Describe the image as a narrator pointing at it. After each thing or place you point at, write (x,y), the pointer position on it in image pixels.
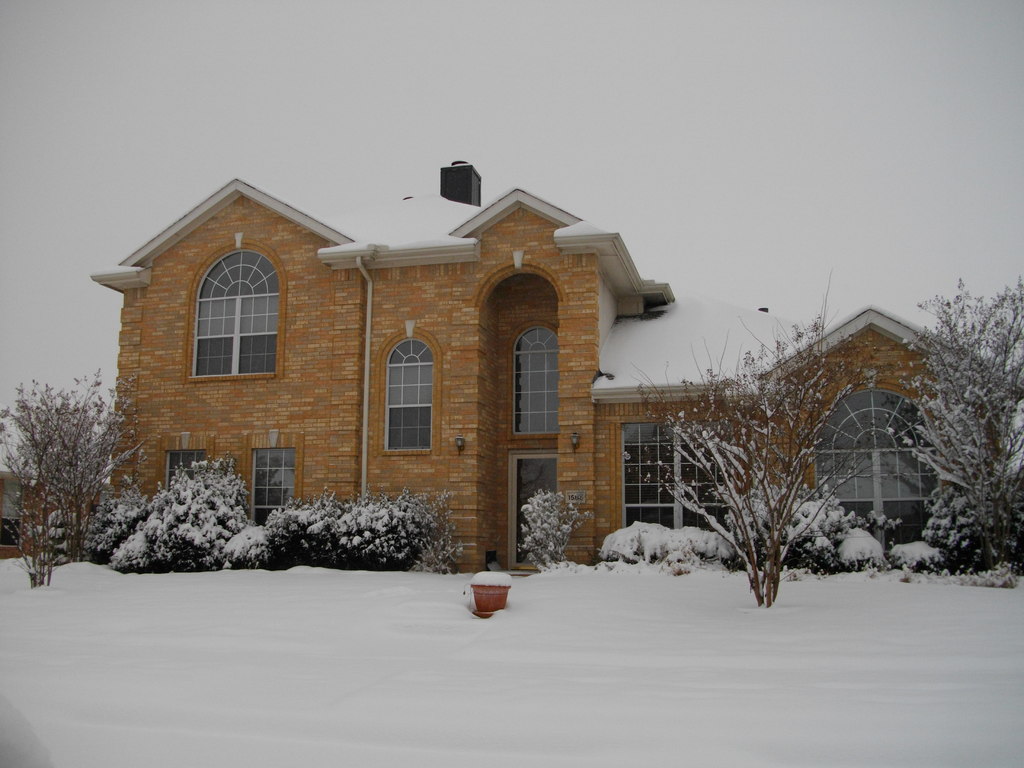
This image is clicked outside. There is a building (477,417) in the middle (517,462). There are bushes (968,523) and trees (38,466) in the middle (552,507). There is sky (546,84) at the top (642,80). There is ice (445,700) at the bottom (496,732).
